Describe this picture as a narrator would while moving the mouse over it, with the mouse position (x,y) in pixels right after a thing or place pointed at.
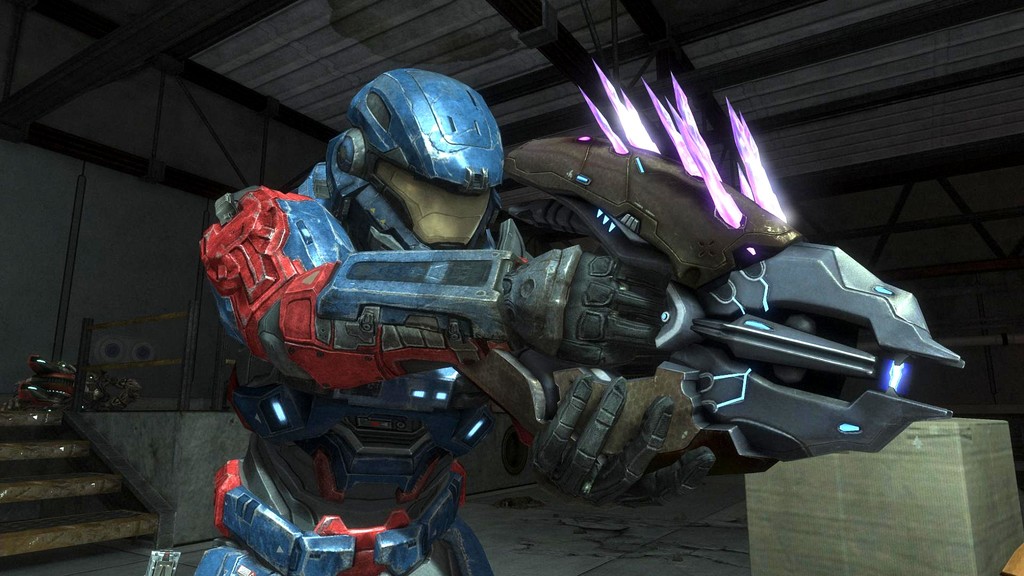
In this image there is one robot (302,356) as we can see in middle of this image (357,340) and there is a wall (105,179) in the background (195,160). There is one object (881,487) kept on the bottom right corner of this image (840,511).
